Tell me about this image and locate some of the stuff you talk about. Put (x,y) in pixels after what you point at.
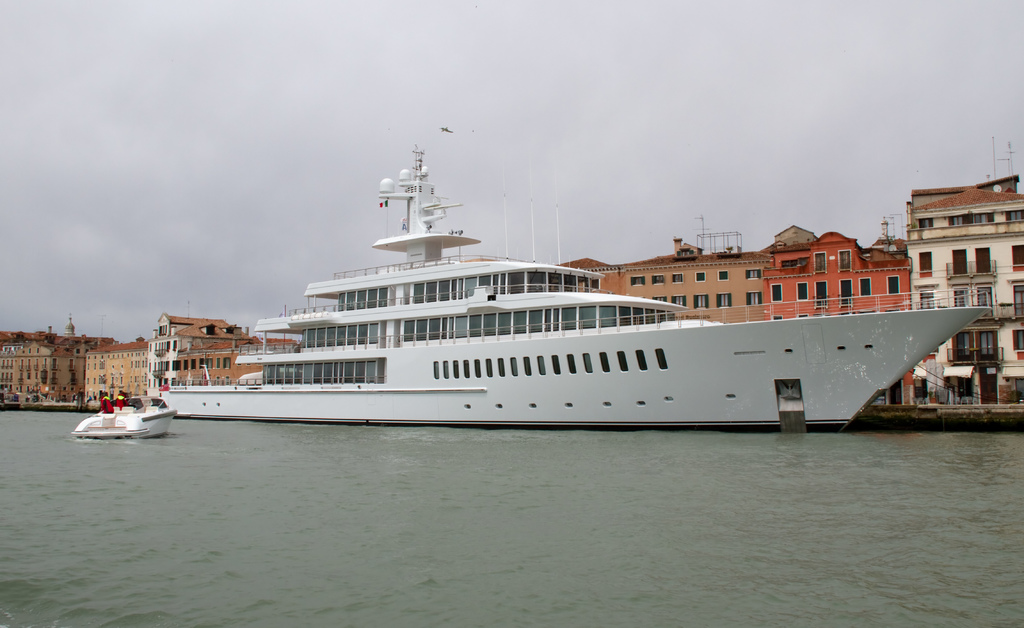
In this image I can see the water (526,513) and a ship (490,422) which is white in color on the surface of the water (572,464) and I can see a boat (133,410) which is white in color and few persons (109,410) on the boat (120,418). In the background (84,386) I can see few buildings (95,366) and the sky (247,133).
